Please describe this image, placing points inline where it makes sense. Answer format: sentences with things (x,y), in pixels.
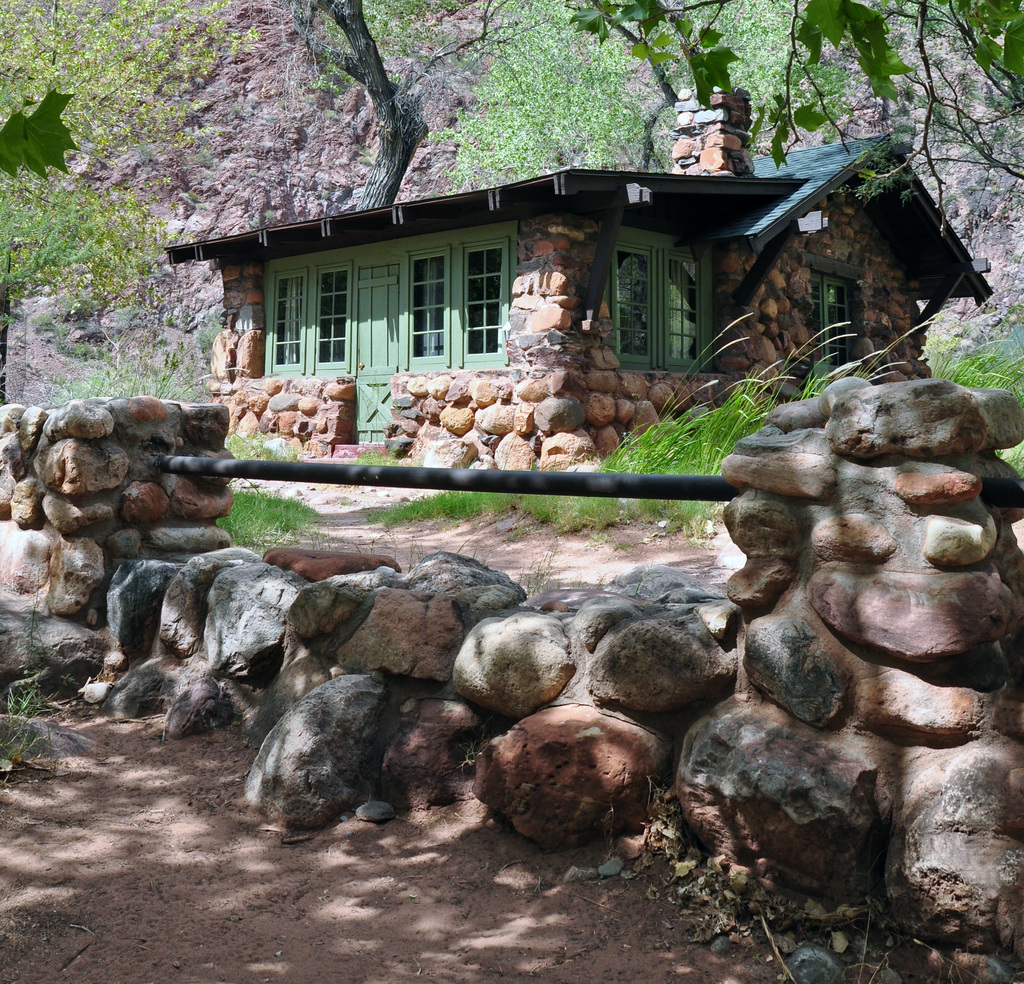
In this picture, we can see a stone wall (181,527) attached with a pole (385,473), ground (521,543), plants (175,395), grass (271,499), trees (630,143), and we can see house (425,301) built with stones (483,448), we can see door (366,304), windows (486,338), roof (664,185) and chimney (748,115) of the house (651,193), and we can see the rock (920,143) in the background (920,143).
